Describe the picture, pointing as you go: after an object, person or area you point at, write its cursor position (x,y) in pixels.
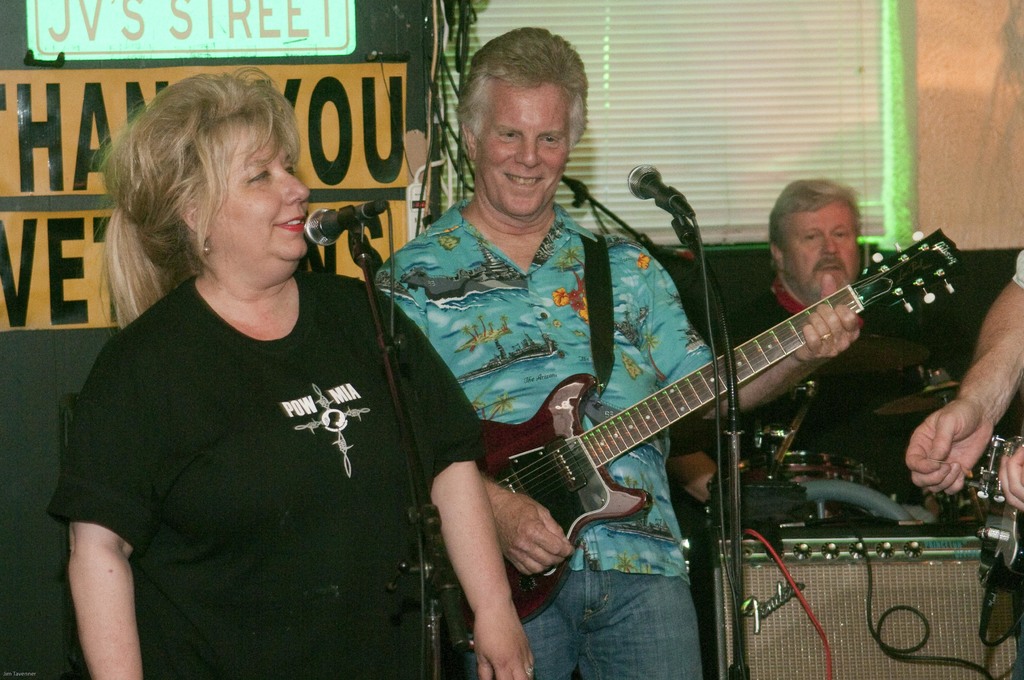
Here we can see a woman (158,662) standing on the left side (251,660). She is singing on a microphone (318,236). There is a person (617,315) on the right side (690,616) and he is holding a guitar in his hand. He is playing a guitar (515,574) and he is having a smile on his face (530,123). There is another person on the right side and he is playing a snare drum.
